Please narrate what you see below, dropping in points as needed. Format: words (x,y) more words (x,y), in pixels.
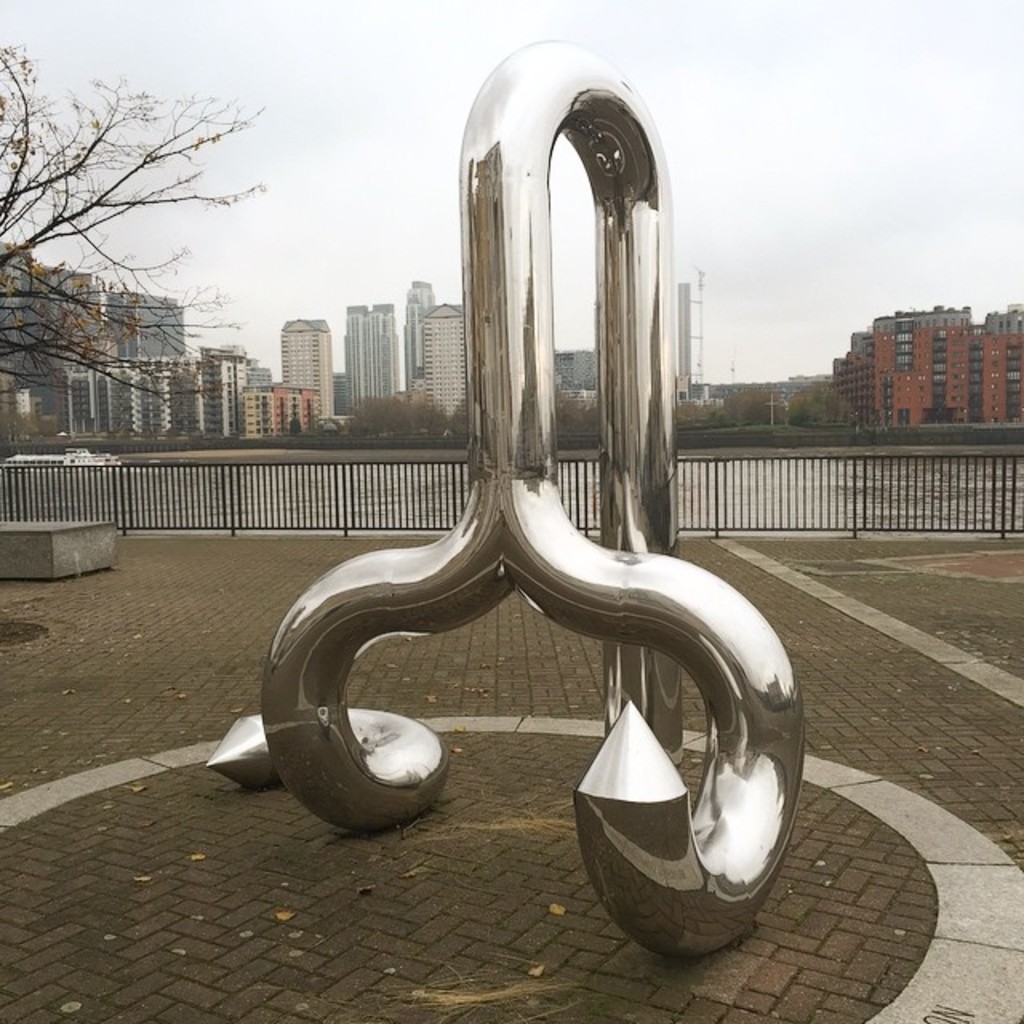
In this picture we can see a sculpture (342,657) on the ground (838,617), fence (818,464), buildings (71,431) with windows (889,385), trees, water (762,487), boat (19,464) and in the background (360,150) we can see the sky (775,271).
